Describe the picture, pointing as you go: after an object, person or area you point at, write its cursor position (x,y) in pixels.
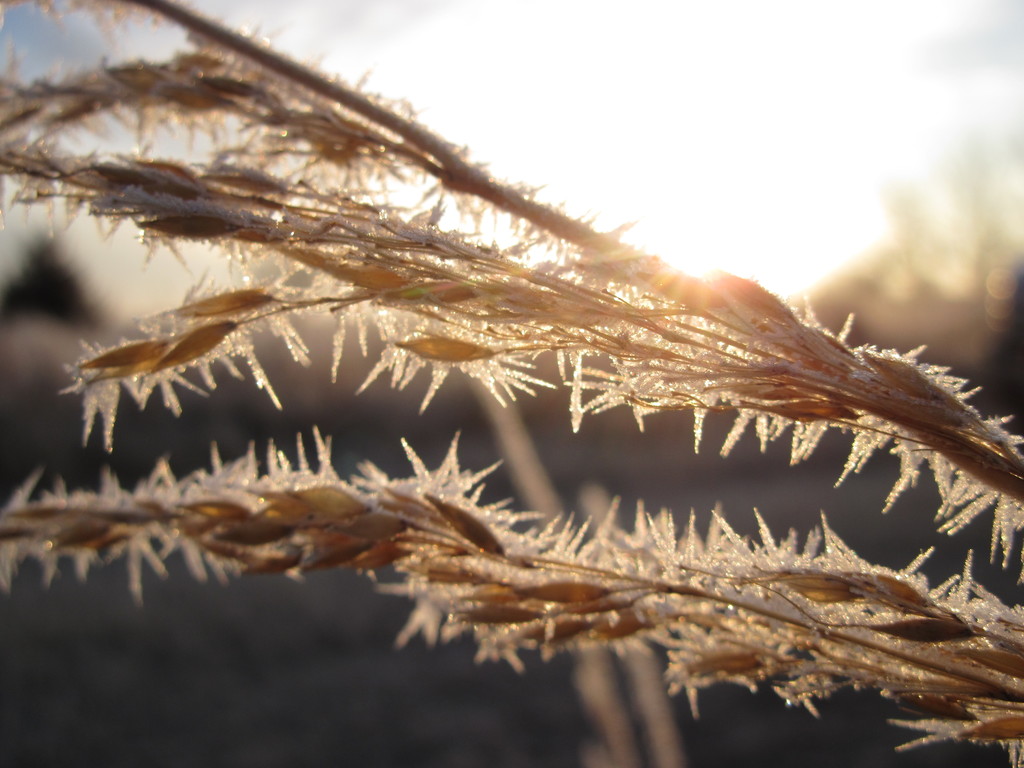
In this image we can see wheatgrass (436,279). In the background (263,426) the image is blur but we can see objects (1010,248) and sun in the sky (484,40).
